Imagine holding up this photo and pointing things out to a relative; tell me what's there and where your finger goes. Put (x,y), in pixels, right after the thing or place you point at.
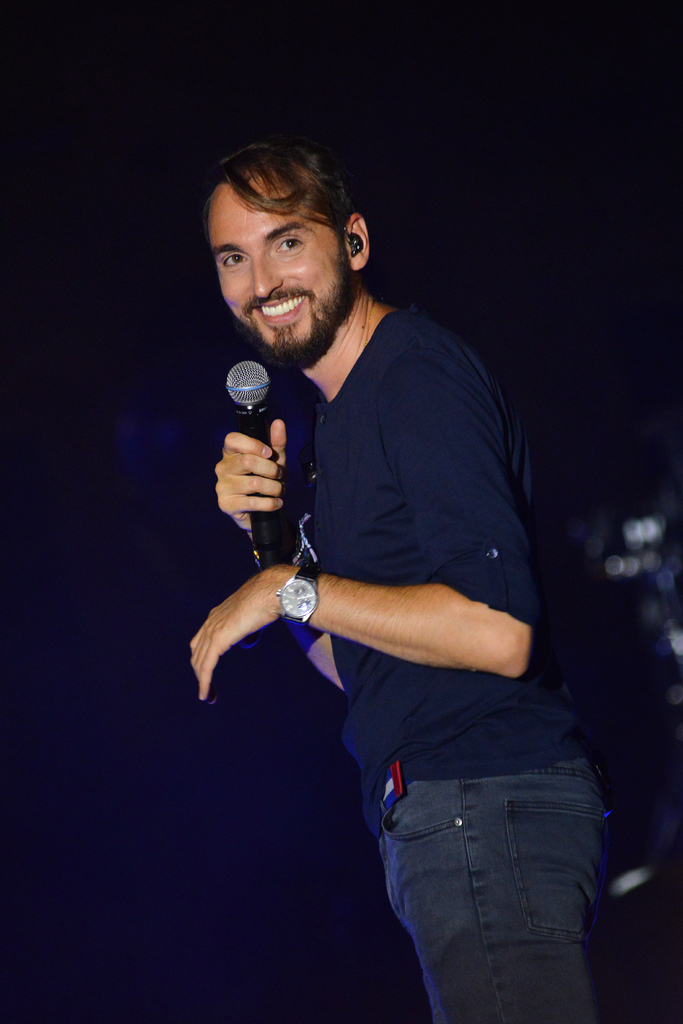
In this image I can see a person (405,506) standing and the person (523,510) is wearing blue shirt (457,669), gray pant (502,853) and holding a microphone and I can see dark background (107,995).
